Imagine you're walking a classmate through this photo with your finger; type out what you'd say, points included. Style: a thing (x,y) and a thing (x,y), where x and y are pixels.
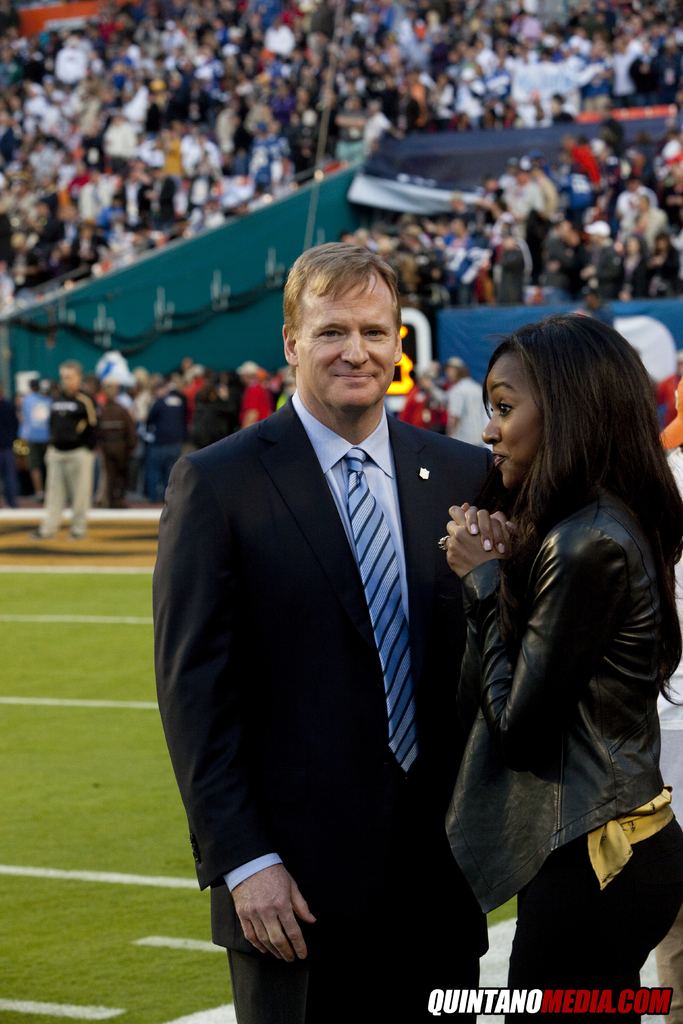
In this image I can see two people (441,584) with different color dresses (419,782). In the background (270,388) I can see the banners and the group of people (129,381) with different color dresses (467,29). These people (429,11) are in the stadium (91,546).
